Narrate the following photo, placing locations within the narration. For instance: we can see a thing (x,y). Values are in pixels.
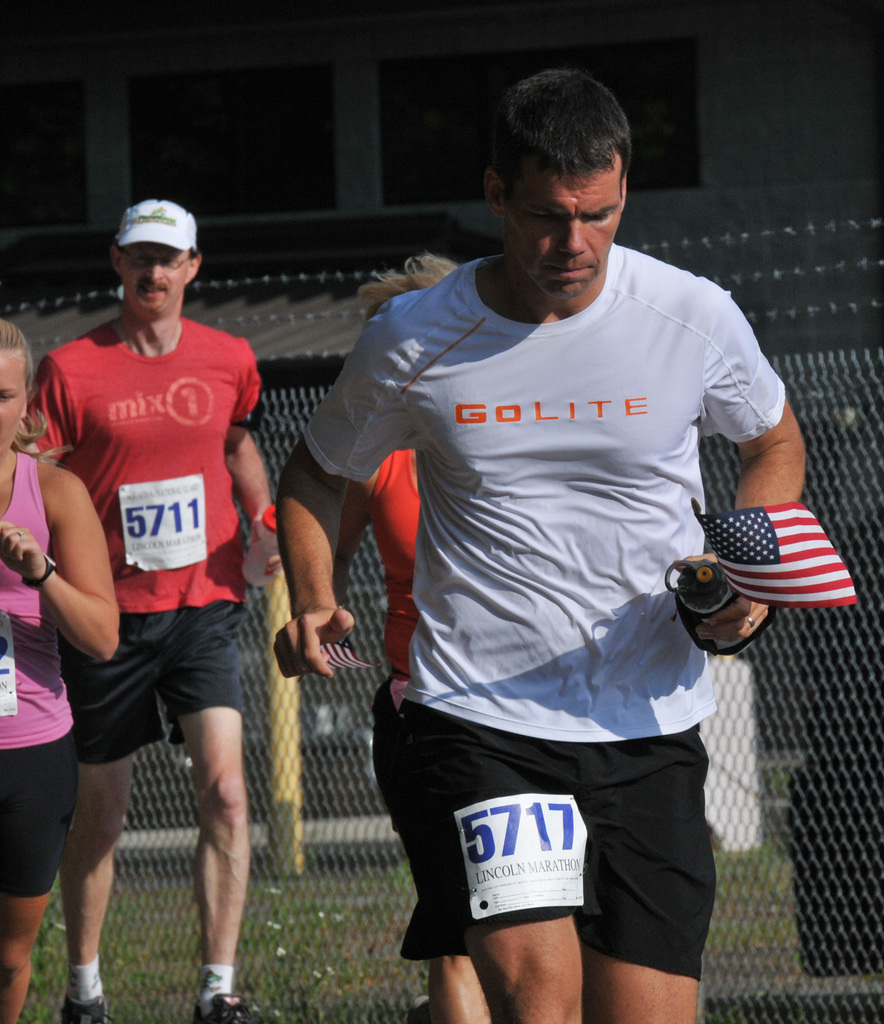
In this image, there are many people (598,87) running, and a person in the foreground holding an American flag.
